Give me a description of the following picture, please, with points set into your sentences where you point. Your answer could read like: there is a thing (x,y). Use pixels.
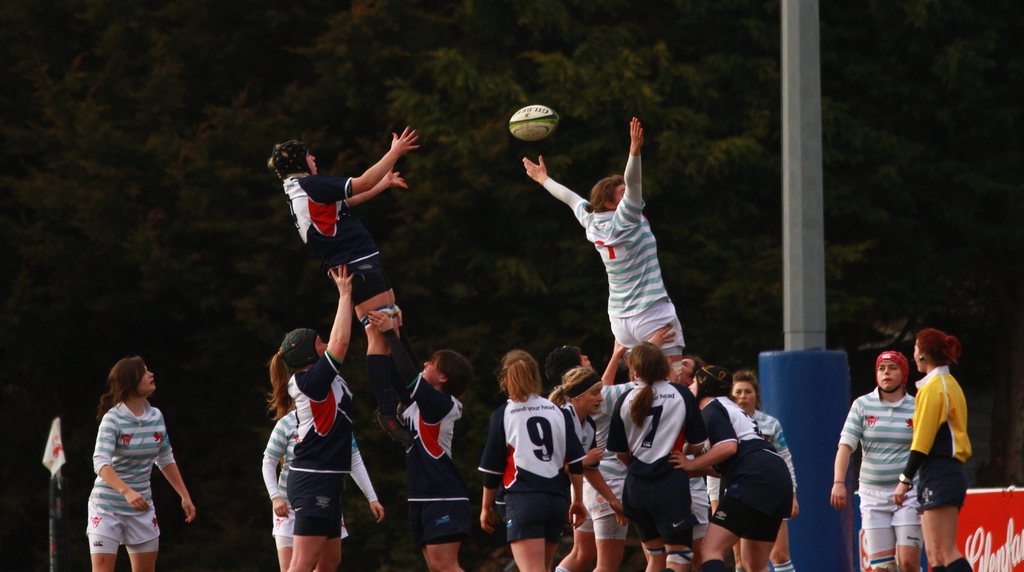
In this image, there are a few people (748,441). We can see some poles (825,450). Among them, we can see a pole (52,559) with some cloth (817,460). We can also see a board (965,542) with some text (990,539) on the right (994,515). We can see a ball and some trees (39,447).
